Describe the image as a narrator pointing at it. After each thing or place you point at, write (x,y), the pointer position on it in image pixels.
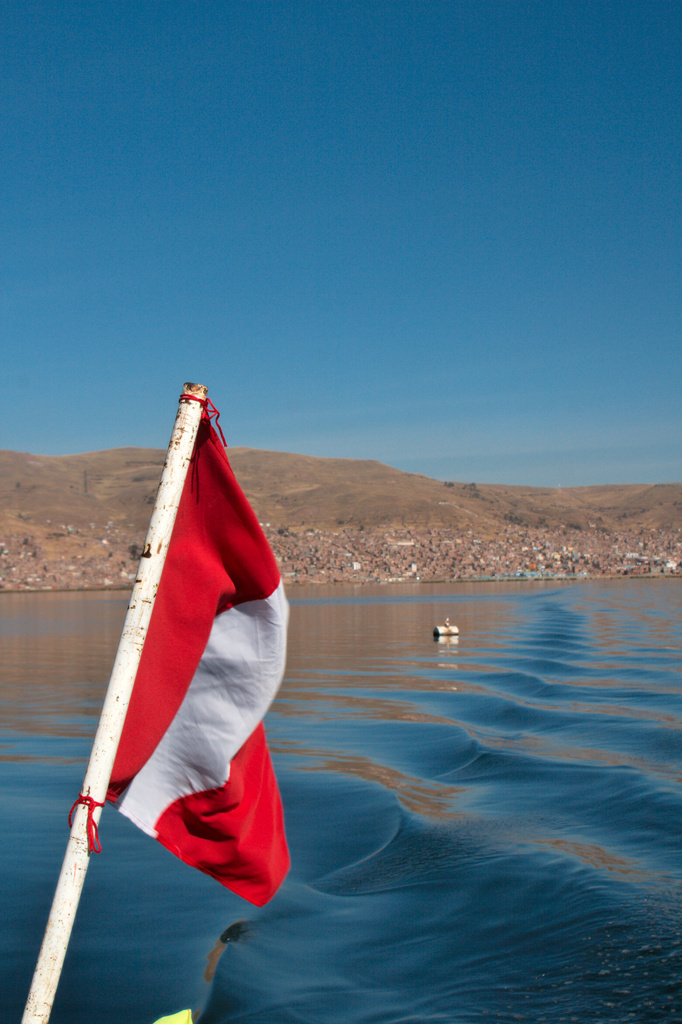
In this picture there is a flag (213,441) on the left side of the image (212,723) and there is water (434,608) in the center of the image (334,650).
